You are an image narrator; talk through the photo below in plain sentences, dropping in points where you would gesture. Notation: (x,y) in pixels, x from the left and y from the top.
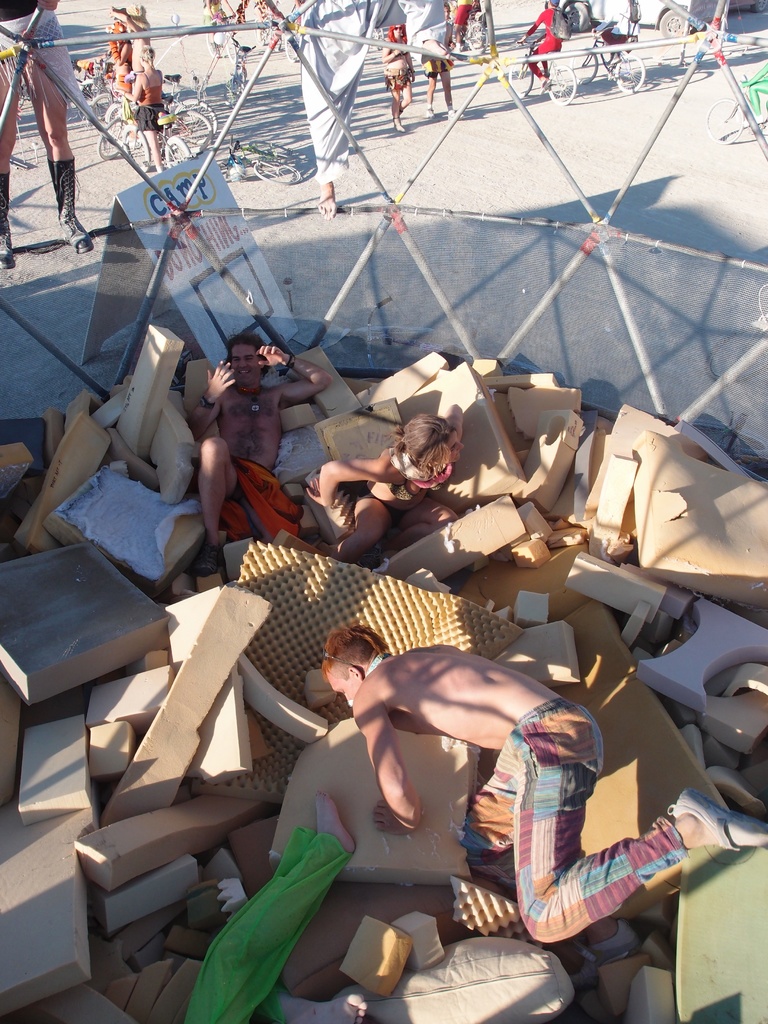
In this image we can see some people (362,657) on the sponge blocks (388,578) which are kept in the mesh (72,299). We can also see two persons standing beside the metal poles (252,304). On the backside (211,339) we can see a board (281,317) with some text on it, two persons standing and a group of people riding bicycles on the road (485,166).
